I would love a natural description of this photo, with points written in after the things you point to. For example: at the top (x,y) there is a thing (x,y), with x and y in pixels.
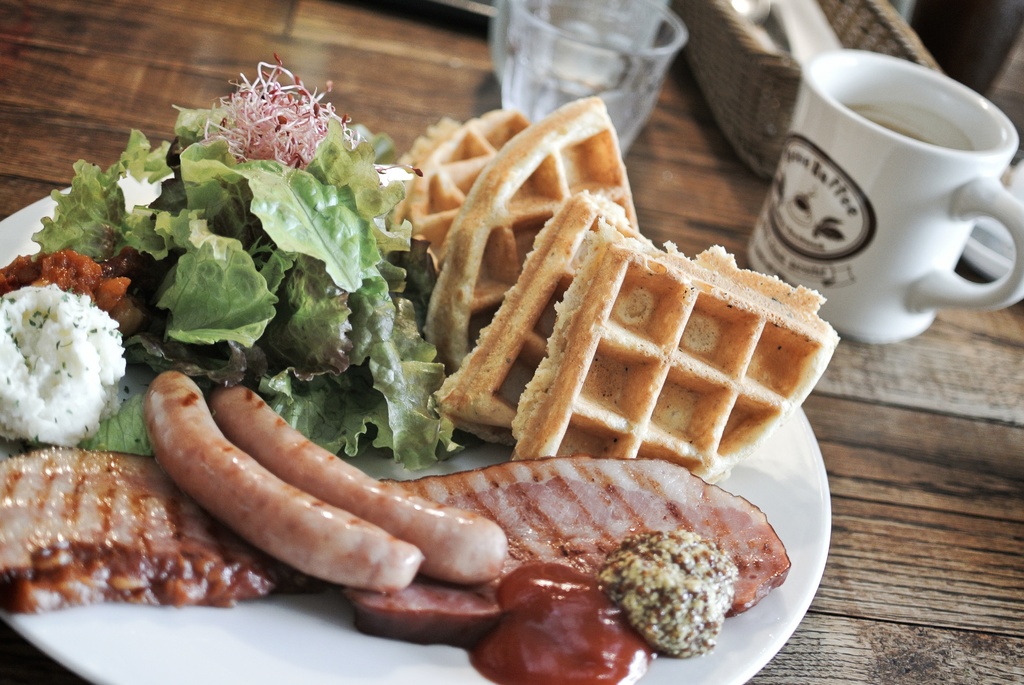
In this image we can see a plate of food items (555,406). We can also see the glasses (569,38), cup (803,98) and a basket (748,157) on the table (22,112).
